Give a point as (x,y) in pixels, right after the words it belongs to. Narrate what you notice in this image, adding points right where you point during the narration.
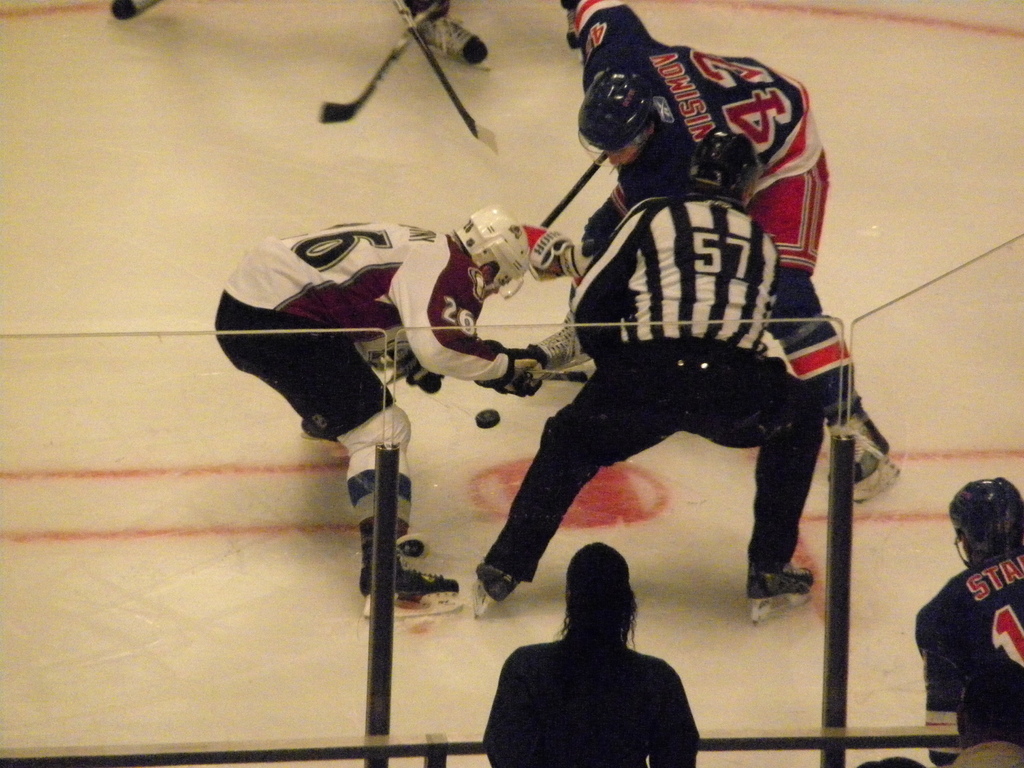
In the center of the image (450,329) we can see some persons (658,241) are playing and wearing skating shoes (436,595), helmet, gloves (503,349) and holding hockey sticks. At the bottom of the image (277,621) we can see glass wall (227,564) and some persons (598,661). In the background of the image (209,44) we can see the floor (356,525).
